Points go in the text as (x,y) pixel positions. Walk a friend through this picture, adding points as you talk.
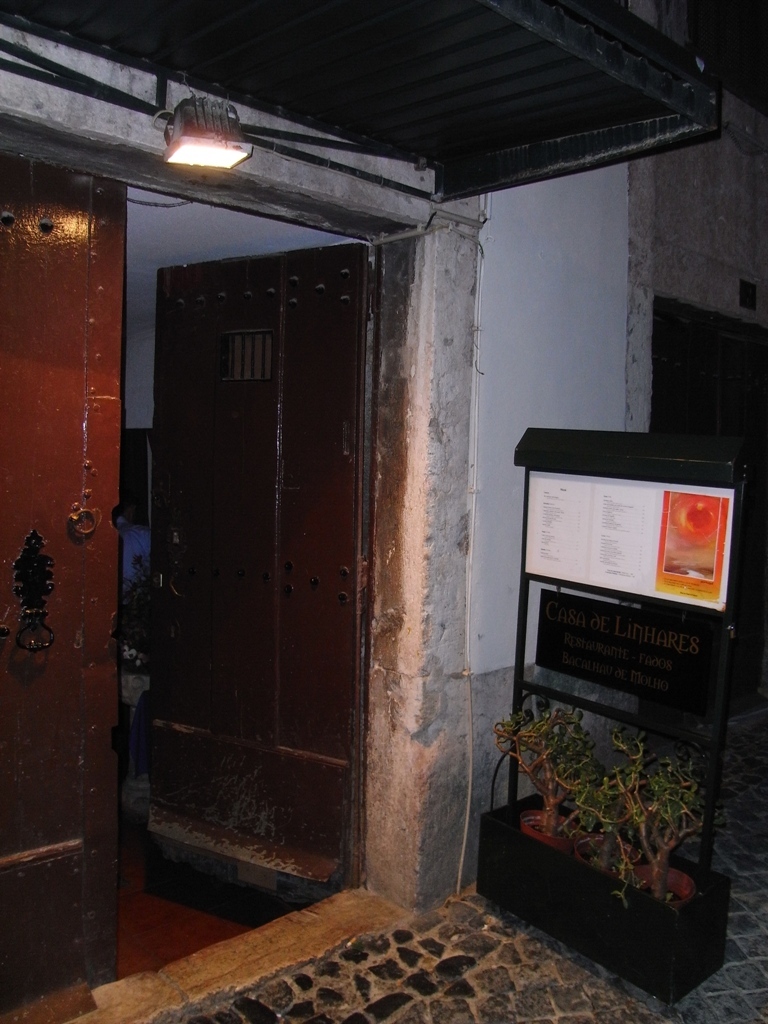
On the left side of the image (106,398) we can see door (229,354), electric light (197,132) on the top of the door (5,614) and a houseplant (147,641). On the right side of the image (697,657) we can see an advertisement (600,520), name plate (610,653) and house plants (640,850) on the floor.
